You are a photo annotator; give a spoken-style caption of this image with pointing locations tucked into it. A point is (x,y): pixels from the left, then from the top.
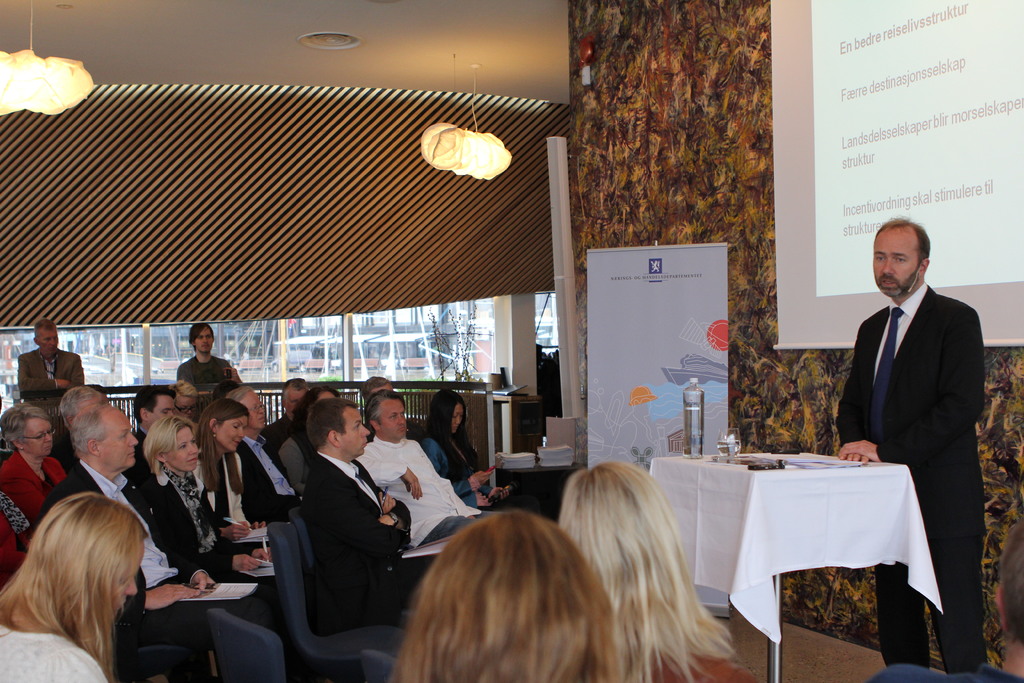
At the top (59,93) there is a light (53,106). At the left (95,385) a group of people (448,417) are sitting on the chairs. On the right (879,369) a man (954,342) is standing.
